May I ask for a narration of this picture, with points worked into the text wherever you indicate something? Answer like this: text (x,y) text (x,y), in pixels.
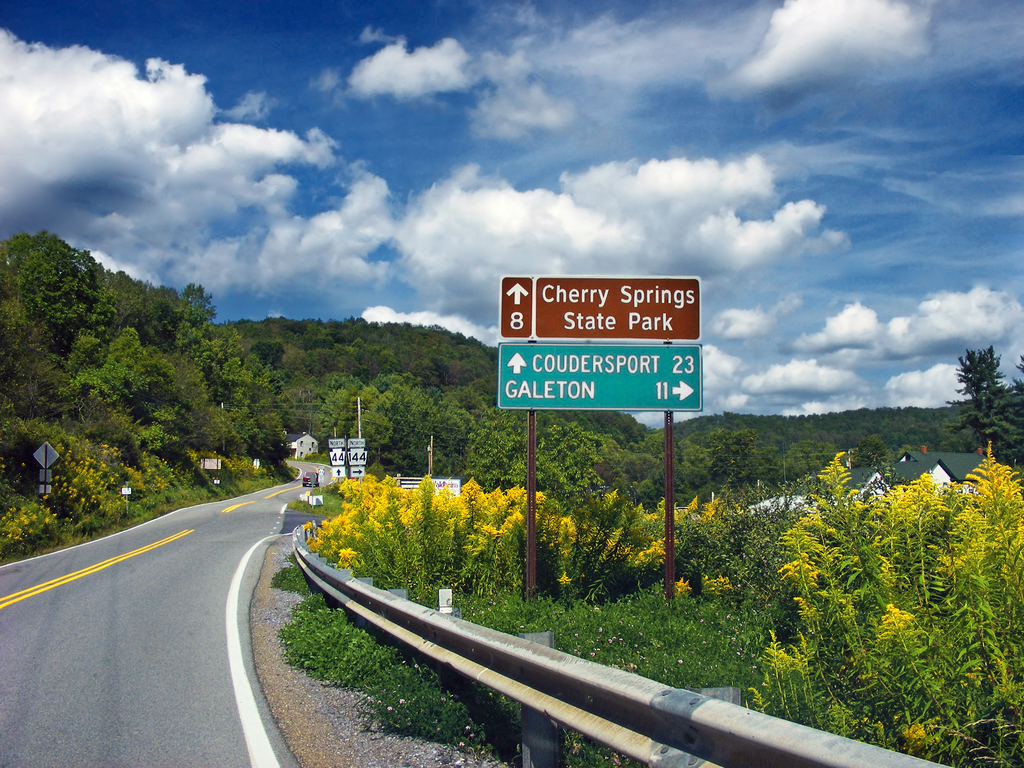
In this image there is the sky (477,122) towards the top of the image (577,137), there are clouds (653,180) in the sky (584,172), there are trees (540,424), there are houses (904,466), there is a road (215,552) towards the left of the image (141,593), there is a car (309,480) on the road (277,486), there are poles (432,442), there are boards (588,302), there is text (576,326) on the boards (595,327), there are numbers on the boards (630,304), there is a metal fence (763,760) towards the bottom of the image (624,669), there are plants (678,550), there are flowers (477,524).
